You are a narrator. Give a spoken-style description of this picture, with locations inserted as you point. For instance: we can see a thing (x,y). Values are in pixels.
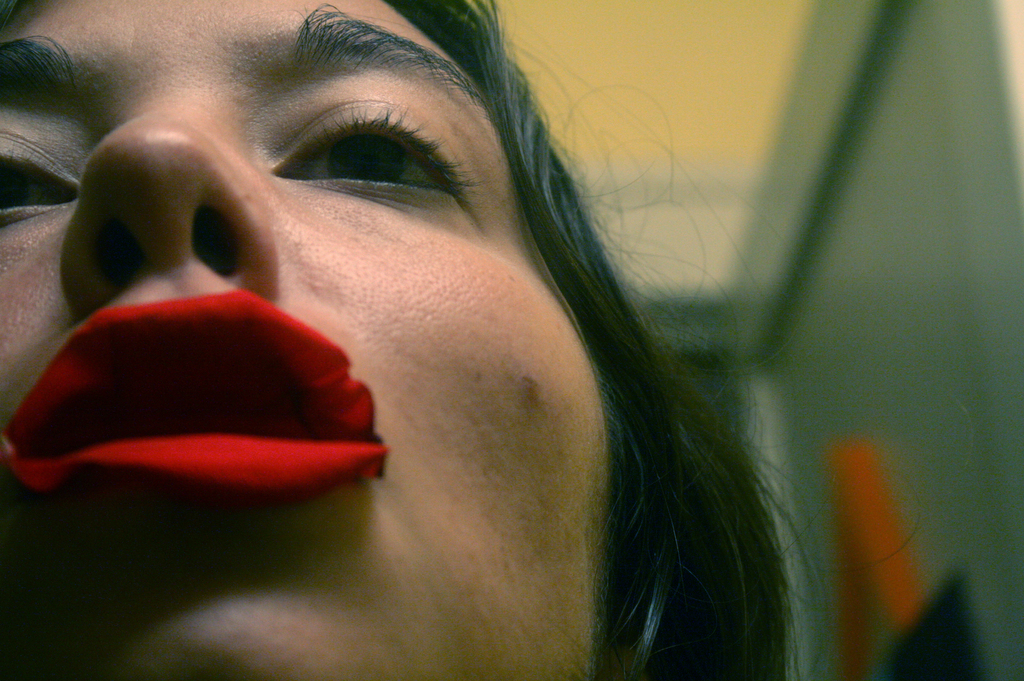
In the foreground of this image (47,303), on the left (248,73), there is a woman (462,528) and there is a rose petal (138,398) on her lips (192,346) and the background (890,367) image is blur.
